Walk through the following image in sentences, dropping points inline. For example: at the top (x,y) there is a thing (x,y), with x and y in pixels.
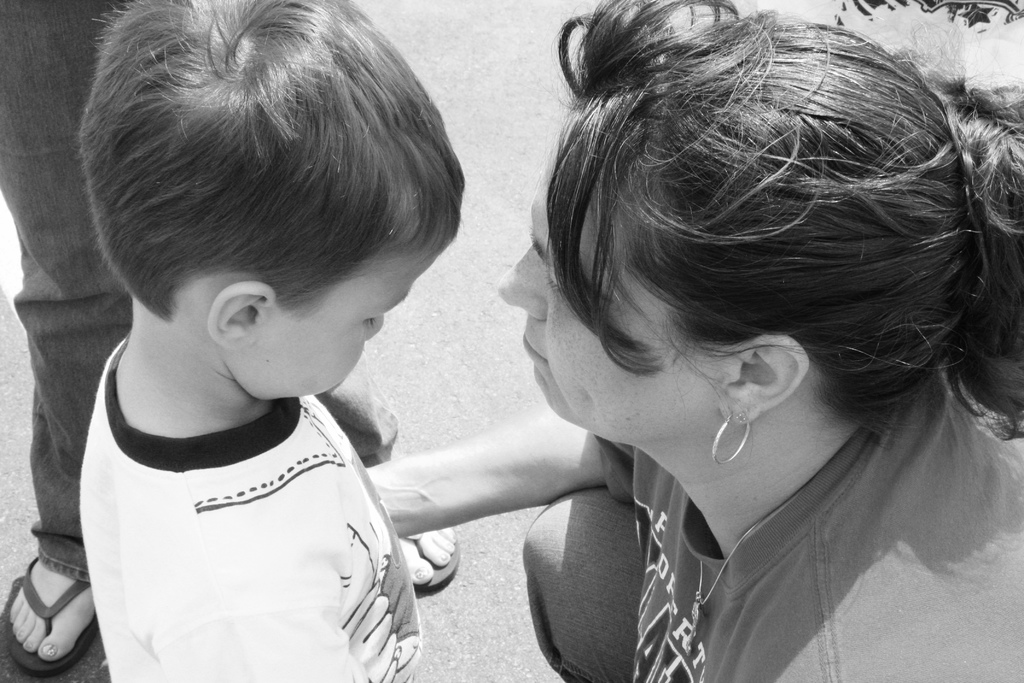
This is a black and white image. I can see a boy (402,626) and a woman (791,439). On the left side of the image (57,123), I can see the legs (54,300) of a person (58,455) standing on the road (396,384).
